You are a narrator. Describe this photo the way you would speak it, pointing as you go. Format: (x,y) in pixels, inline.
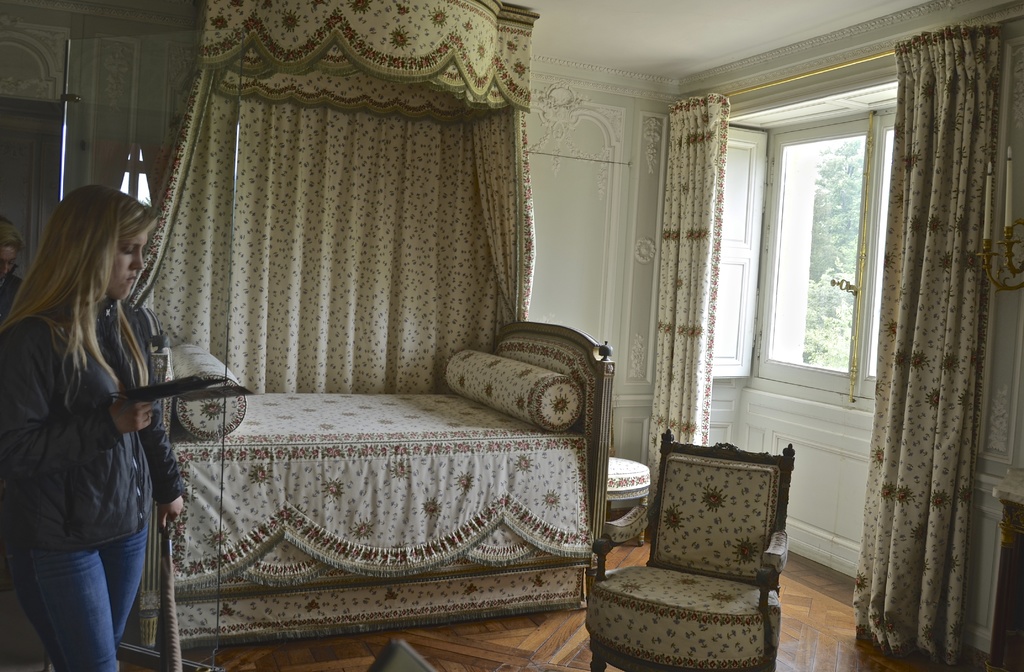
In the picture we can see a bedroom (459,458) with a bed (582,464) and two round pillows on it and in the background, we can see a curtain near the bed (568,454) and besides, we can see a wall (1011,79) and a window (828,374) and curtains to it and to the floor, we can see a chair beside the bed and on the other side we can see a woman (55,351) standing on the floor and holding something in her hand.
